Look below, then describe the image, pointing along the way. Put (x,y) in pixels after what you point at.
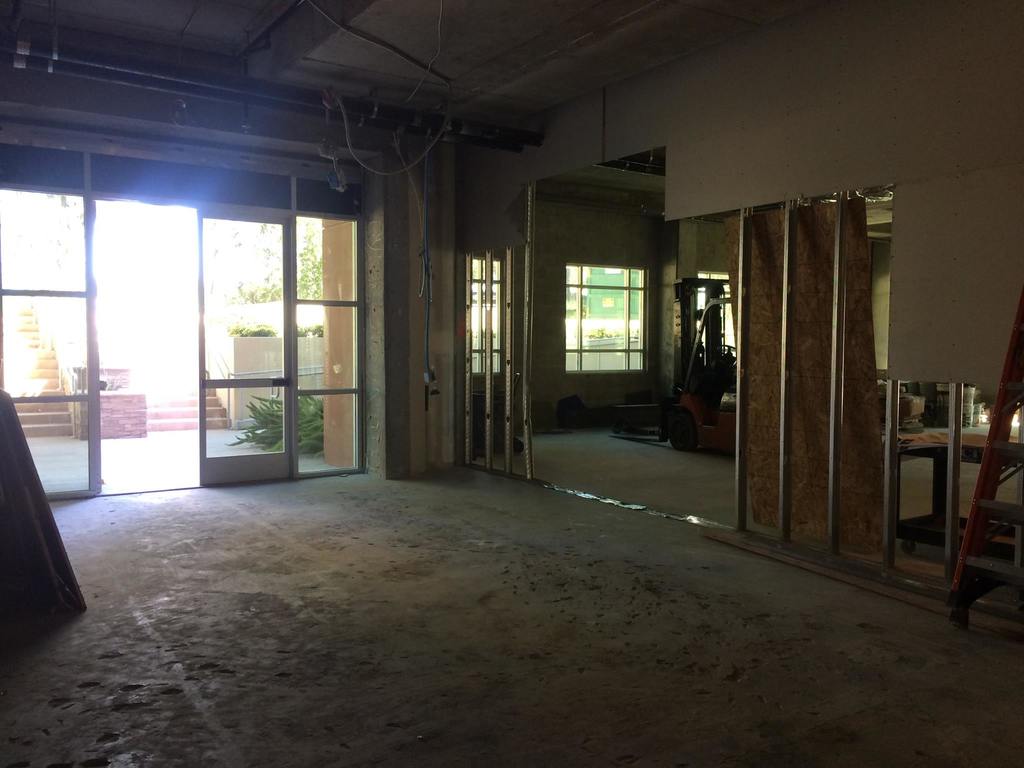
This is the inside picture of the room (411,367). In this image there are glass doors (226,384). On the right side of the image (917,520) there are a few objects (883,513). There is a machine (733,416). There is a glass window (576,313). At the bottom of the image (126,533) there is a floor (57,620). On the left side of the image (26,587) there is some wooden object (26,587). There are plants (279,417), trees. There are stairs (56,414).
